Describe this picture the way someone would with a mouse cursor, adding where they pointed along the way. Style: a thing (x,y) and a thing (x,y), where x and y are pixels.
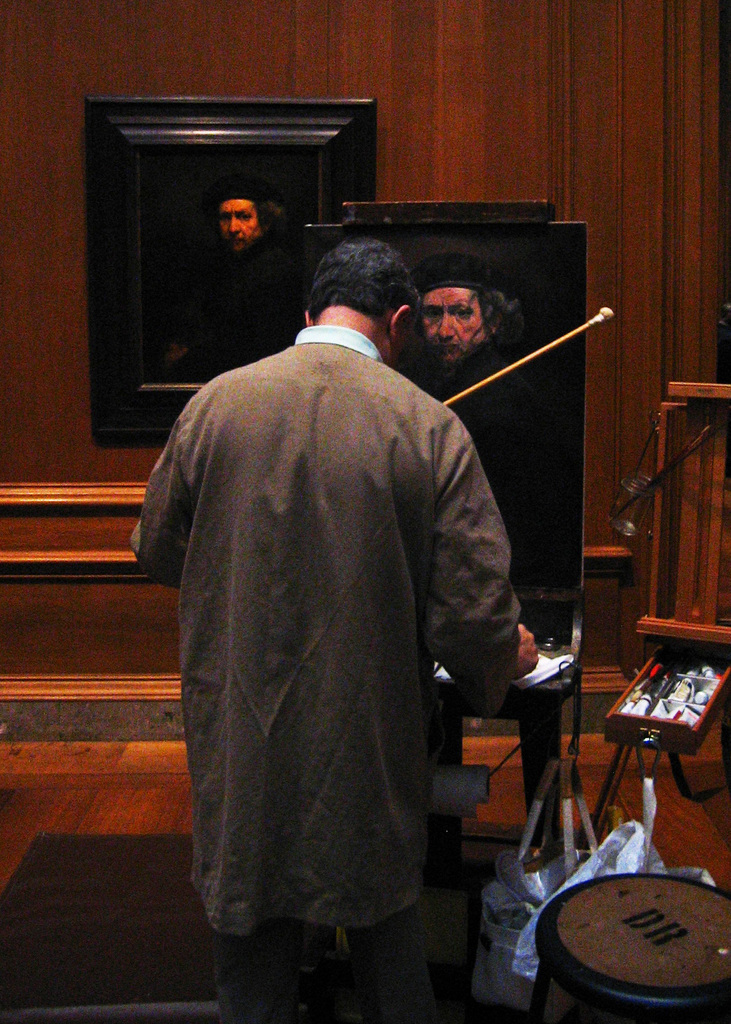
In this image we can see a person (403,591) is standing and at the board (471,399) and on the right side (628,931) we can see a stool (645,975), bags (618,834) and other objects (693,541). In the background (604,493) we can see a frame (141,181) on the wall (208,73).
